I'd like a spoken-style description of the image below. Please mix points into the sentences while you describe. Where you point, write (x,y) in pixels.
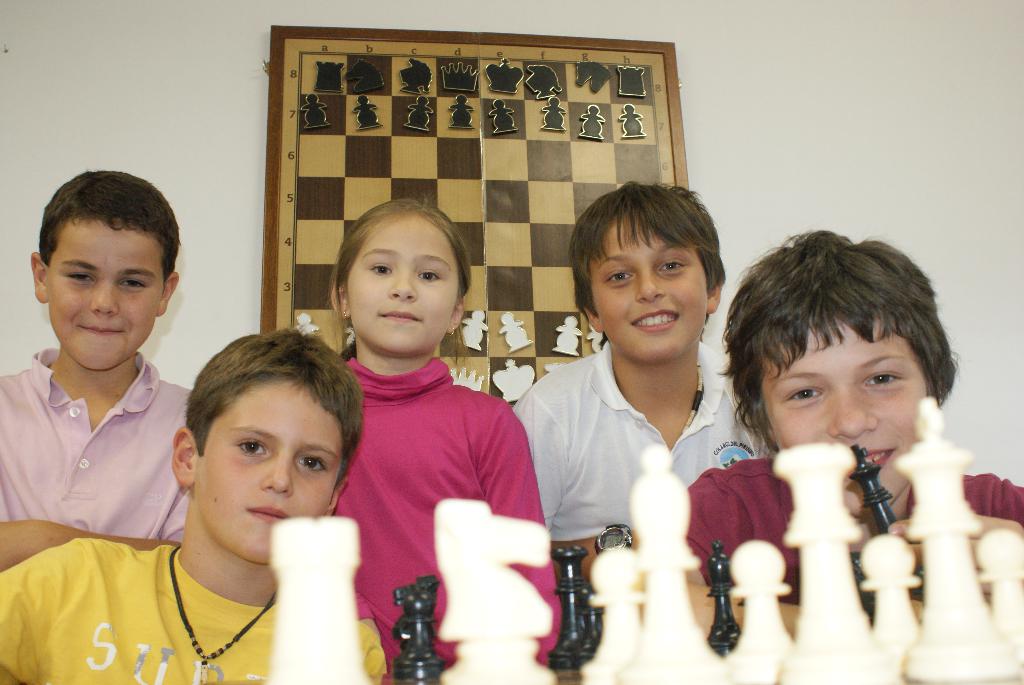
In this image, we can see some kids (213,538), we can see a chess board (852,653), in the background (963,143), we can see the white wall (232,78) and there is a chess board photo frame (508,40) on the wall (705,171).
